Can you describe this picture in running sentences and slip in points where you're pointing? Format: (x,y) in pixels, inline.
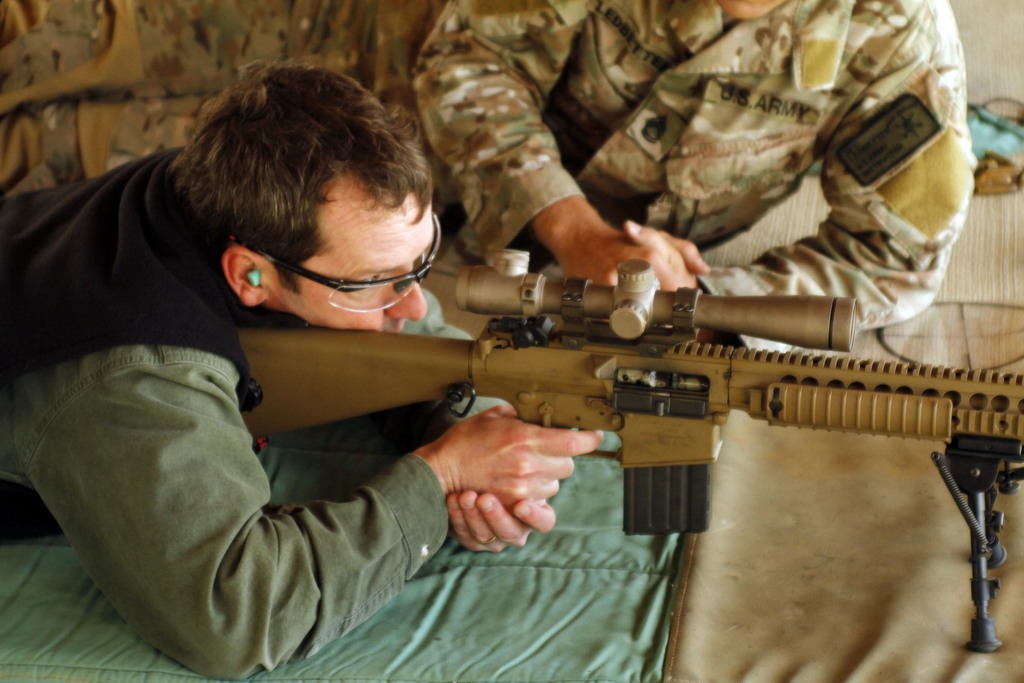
In the middle of the image (605,362) a person (229,274) is holding a weapon (593,349). Behind him a person (778,38) is lying. At the bottom of the image (82,628) there is cloth (18,628).
